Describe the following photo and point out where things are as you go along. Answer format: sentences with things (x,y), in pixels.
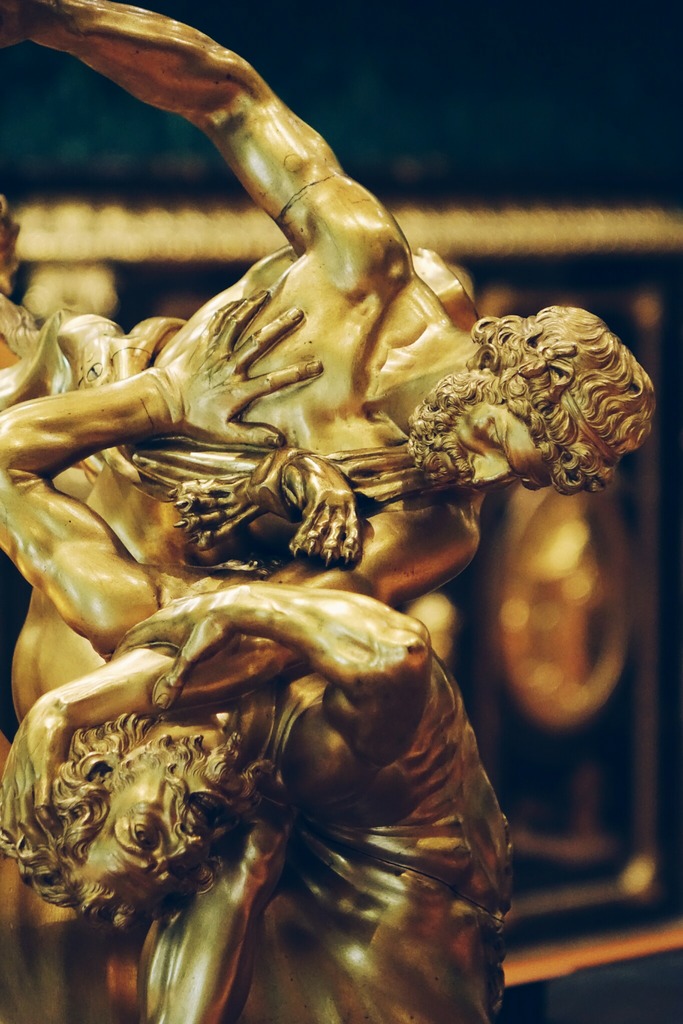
In this image we can see the statue (340,836). In the background of the image (99,257), we can see a golden color object (565,520).
